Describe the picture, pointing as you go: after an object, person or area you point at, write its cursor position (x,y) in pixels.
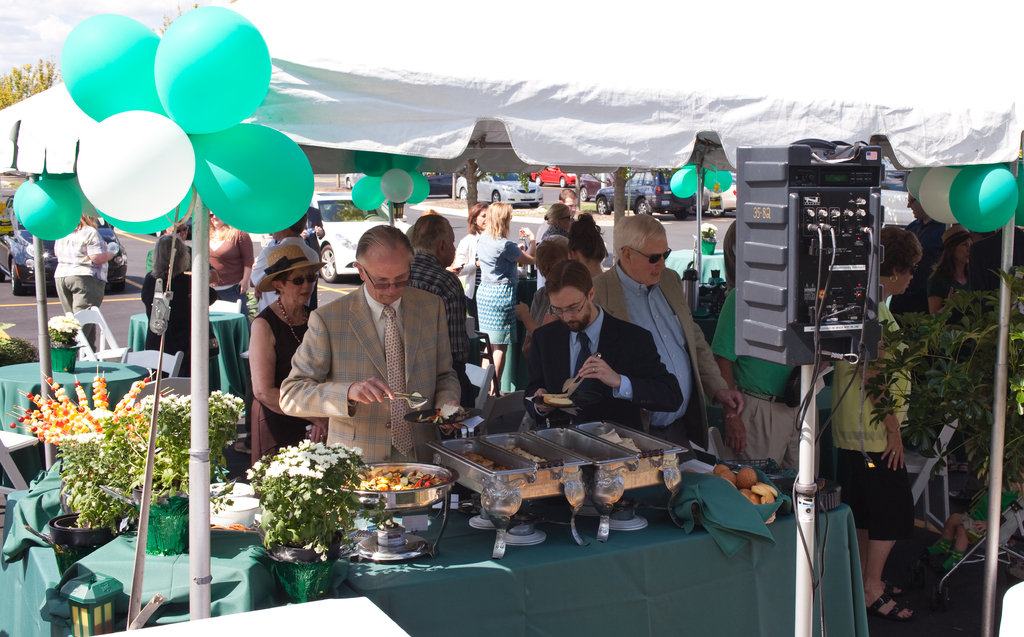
In this picture I can see a table (28,522) on which there are food items (33,431) and I see plants (108,456) on which there are flowers (294,476) and I see the balloons (167,100) which are of white and green in color and I see number of people (549,311) who are standing. In the background (6,203) I see the cars (527,197) on the road (456,223) and I see a white color cloth (700,115) in front (795,100) and behind the cloth (751,121) I see an equipment (797,230).
